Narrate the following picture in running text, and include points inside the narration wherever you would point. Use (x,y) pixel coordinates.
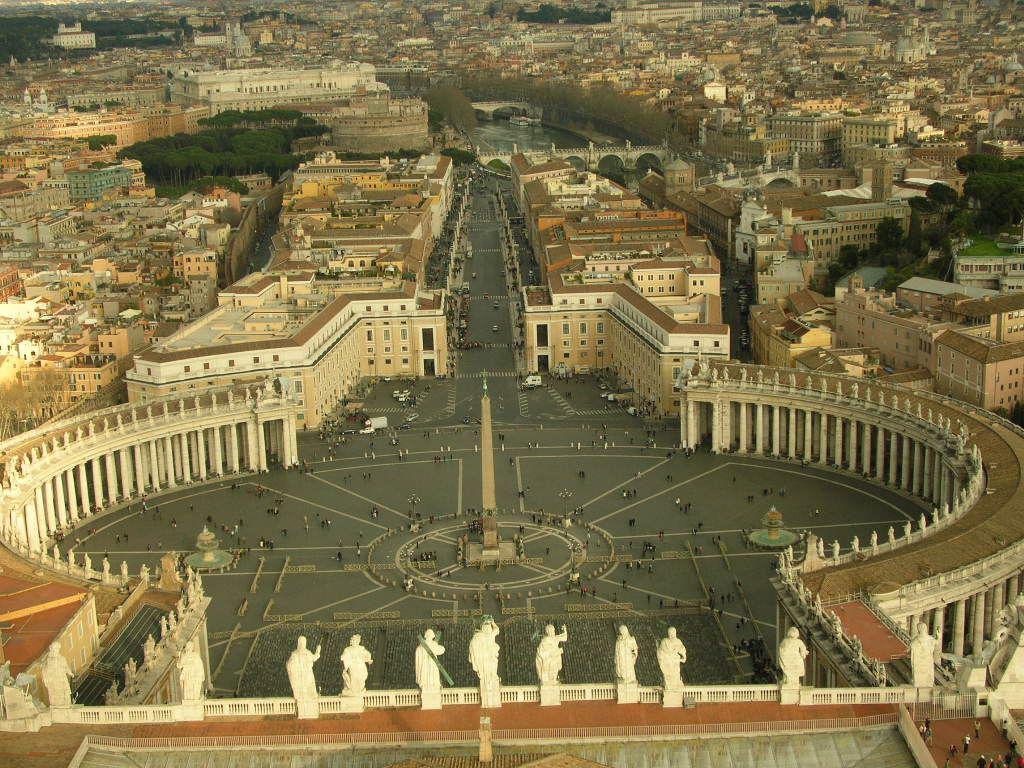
Here in this picture we can see an Aerial view of St. Peter's Square (201,514) in the Vatican city (490,461) and we can see number of statues (317,657) present in the front (317,657) and we can also see number of people (420,557) walking on the road (380,445) over there and we can see number of buildings (635,316) and houses (442,186) present all over there and we can also see plants (995,218) and trees (991,202) present over there.
